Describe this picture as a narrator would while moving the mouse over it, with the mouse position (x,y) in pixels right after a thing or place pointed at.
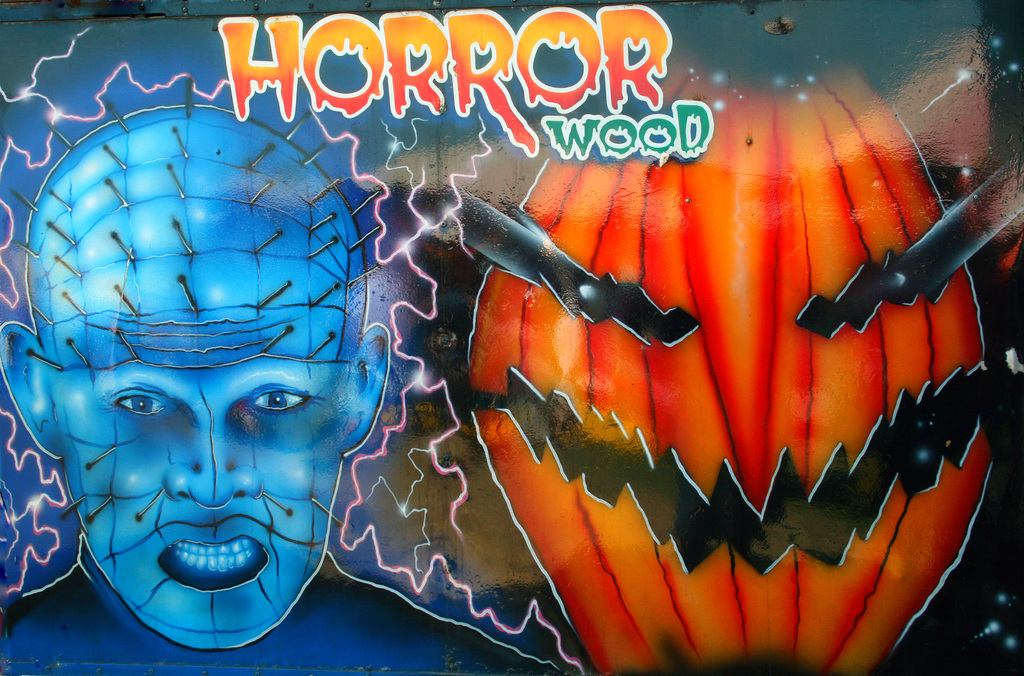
In this graphic image there are pictures (598,419) and text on it.
